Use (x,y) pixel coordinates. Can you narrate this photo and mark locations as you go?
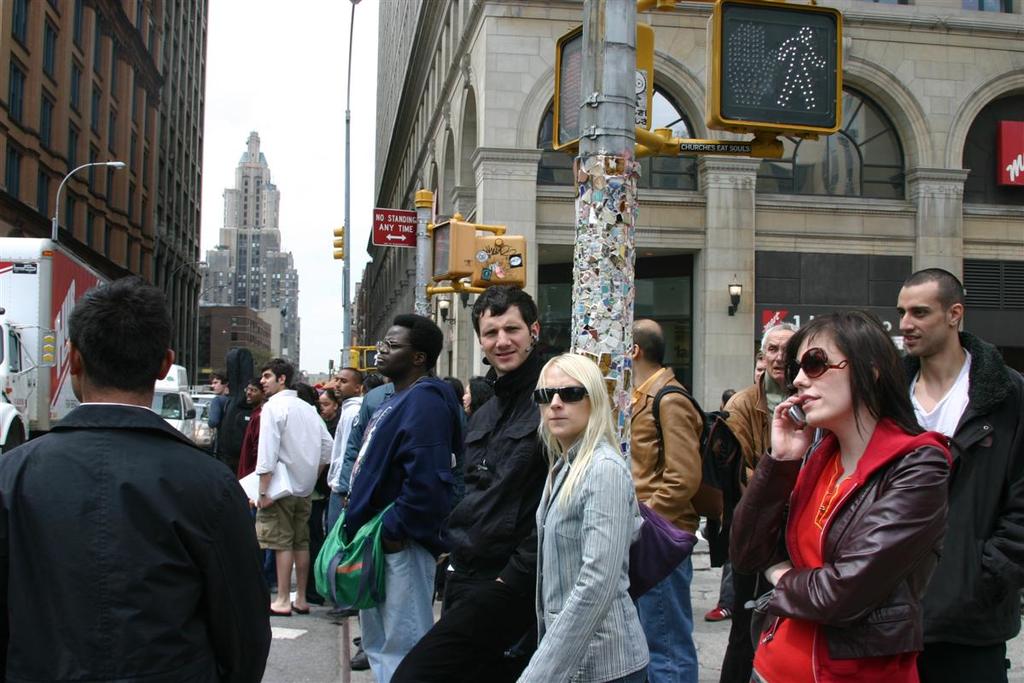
In this image there is the sky (288,61) towards the top of the image (279,52), there are buildings (196,195) towards the left of the image (197,192), there are buildings (787,222) towards the right of the image (818,212), there are poles (345,151) towards the top of the image (623,130), there are street lights (466,262), there are boards (397,229), there is text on the boards (377,213), there is road (308,641) towards the bottom of the image (319,653), there are vehicles (169,408) on the road (294,643), there are a group of persons (273,460) standing on the road (328,644), they are holding an object (284,495), they are wearing bags (658,402).
